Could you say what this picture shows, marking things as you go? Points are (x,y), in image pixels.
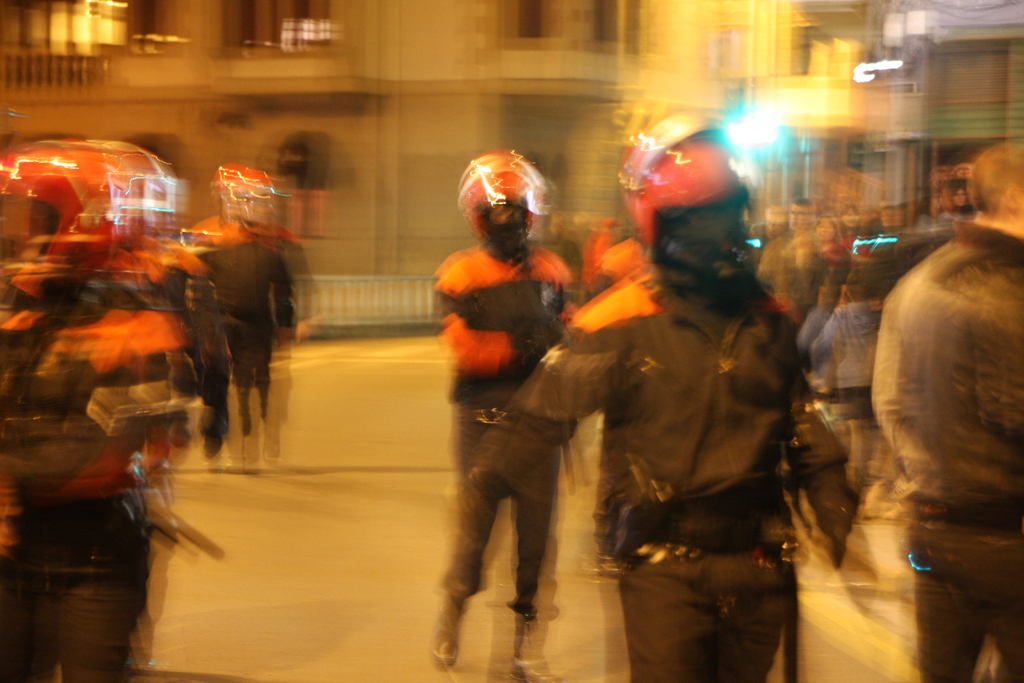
In this picture I can observe some people (113,222) on the road (372,515). They are wearing helmets (86,220). In the background (360,117) I can observe building (374,92). The entire picture is blurred.
